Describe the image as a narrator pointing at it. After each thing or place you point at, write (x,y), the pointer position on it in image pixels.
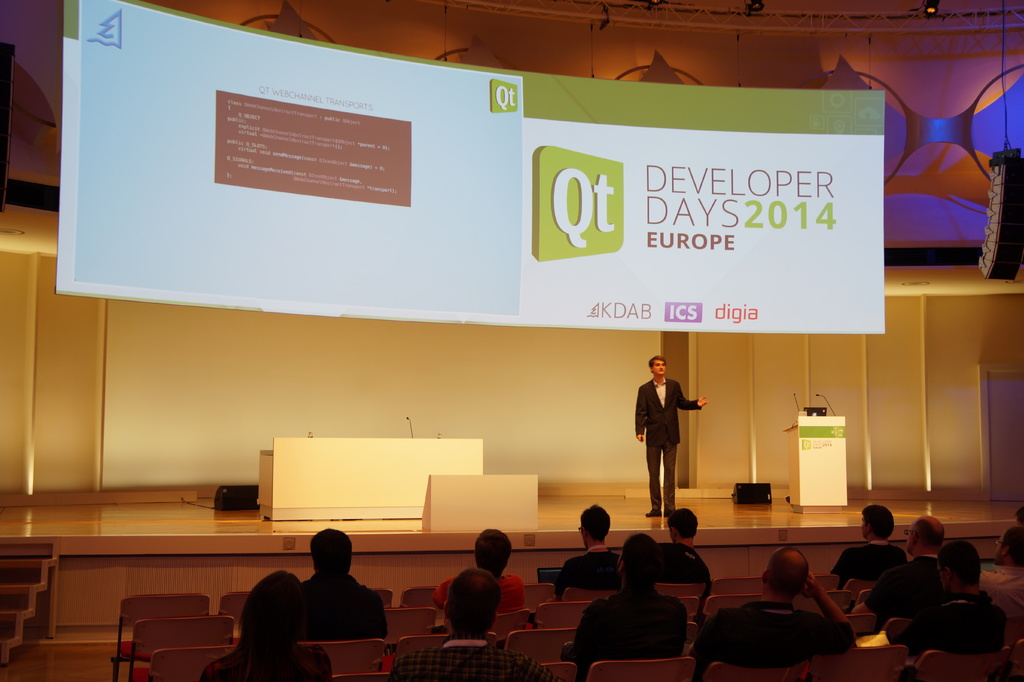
In this image there are group of audience (340,599) sitting on the chairs (169,631), there are chairs (558,632) truncated towards the bottom of the image (929,666), there are person (288,646) truncated towards the right of the image (1004,579), there is a stage (683,489), there is a person (650,400) standing on the stage (792,526), there are objects (750,496) on the stage (159,514), there is a screen (496,198), there is text (328,180), numbers (798,208) on the screen (572,229), there are stairs (25,604) truncated towards the left of the image (27,578), there is a wall (539,387) behind the person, there is a microphone (412,431), there is a laptop (547,574), there are lights (936,10) truncated towards the top of the image (751,15), there is an object (999,169) truncated towards the right of the image (1010,248), there is a door (1008,383) truncated towards the right of the image (1003,413), there is an object (9,60) truncated towards the left of the image (13,161), there is a wall (25,366) truncated towards the left of the image (32,375).
